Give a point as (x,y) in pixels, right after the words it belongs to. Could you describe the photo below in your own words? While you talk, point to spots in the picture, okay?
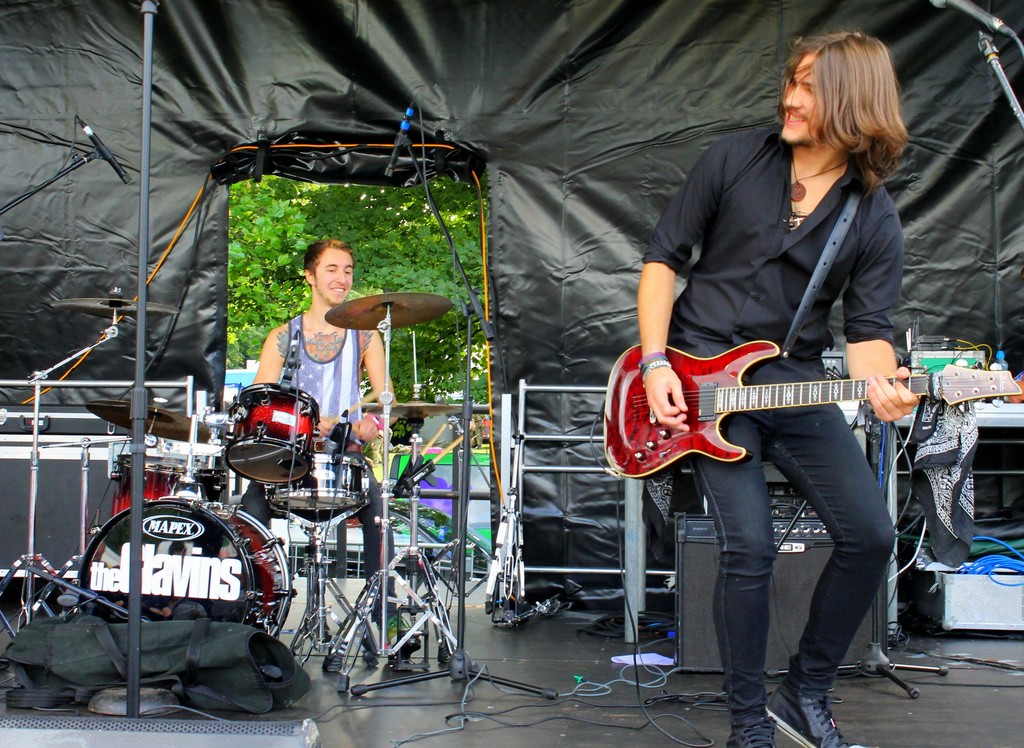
In this image I can see on the right side (907,402) a man (807,416) is standing and playing the guitar (806,382), he wore shirt (796,264), trouser (818,471), shoes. On the left side (277,348) there is another person (308,346) beating the drums (268,422), at the back side (496,31) there is the black color cover (566,147) and there are trees (370,253).
